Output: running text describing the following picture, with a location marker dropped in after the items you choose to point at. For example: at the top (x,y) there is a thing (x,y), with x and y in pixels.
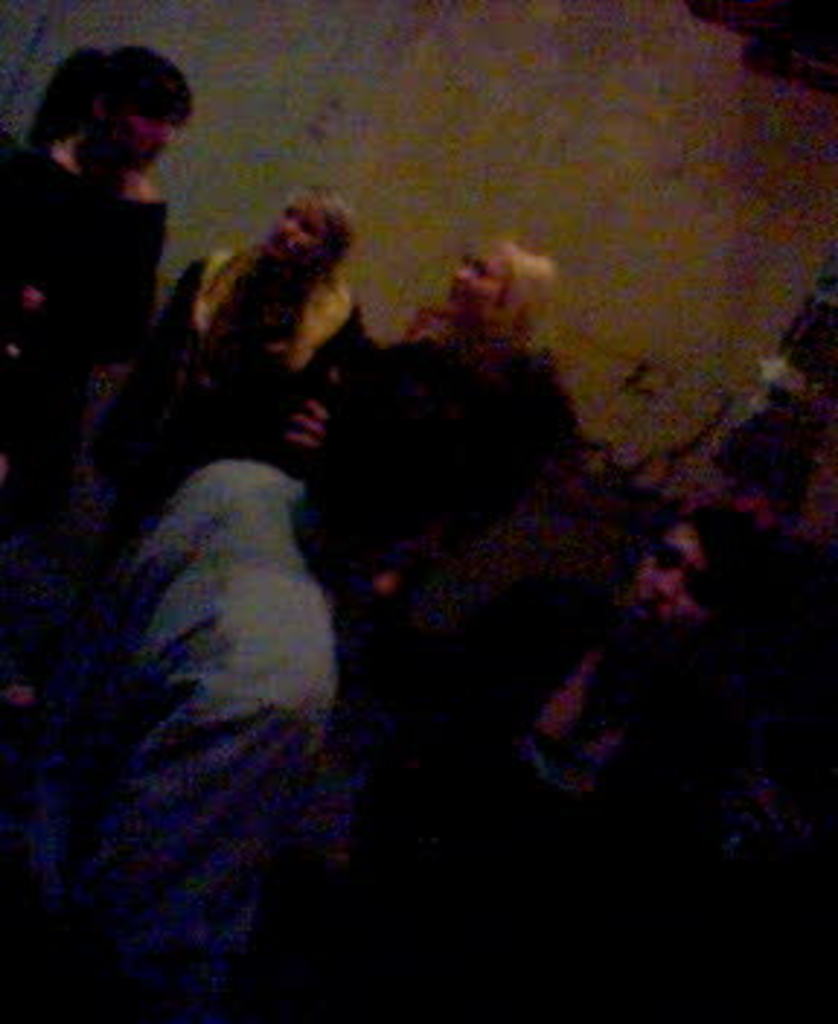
In this picture there is a woman (509,362) who is standing near to the wall (585,402), beside her we can see two women (300,257) wearing black dress (201,365). At the bottom (257,853) there is a man (263,732) who is wearing blue shirt (290,656). On the right (782,711) we can see another person (689,681).
